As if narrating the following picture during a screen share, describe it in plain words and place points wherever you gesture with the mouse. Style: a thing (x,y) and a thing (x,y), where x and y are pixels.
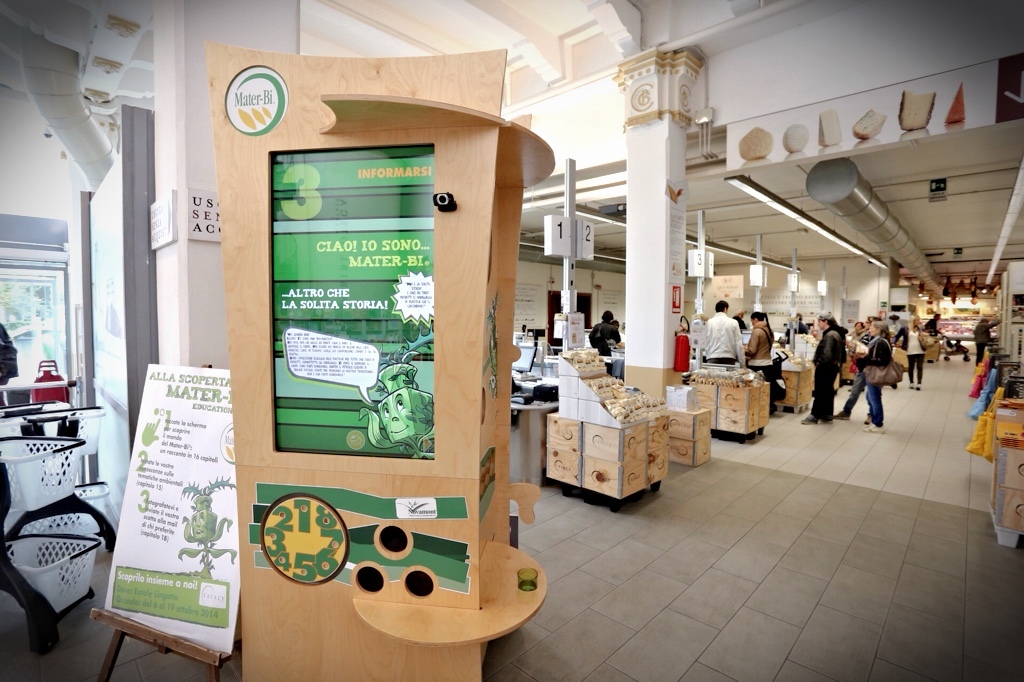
This is an inside view. In this image I can see many people (880,396) and poles (758,294). Here I can see a wooden box (272,622) on which there are few posters (352,368) with some text (352,350). On the left side (78,526) there are few baskets (49,501) and some other objects (42,394) and also there is board (191,524) on which I can see the text (172,490). In the background (655,309) there are few pillars (216,255). At the top of the image (602,45) I can see the ceiling (454,48). There are many wooden boxes (620,429) on the floor (731,564).
